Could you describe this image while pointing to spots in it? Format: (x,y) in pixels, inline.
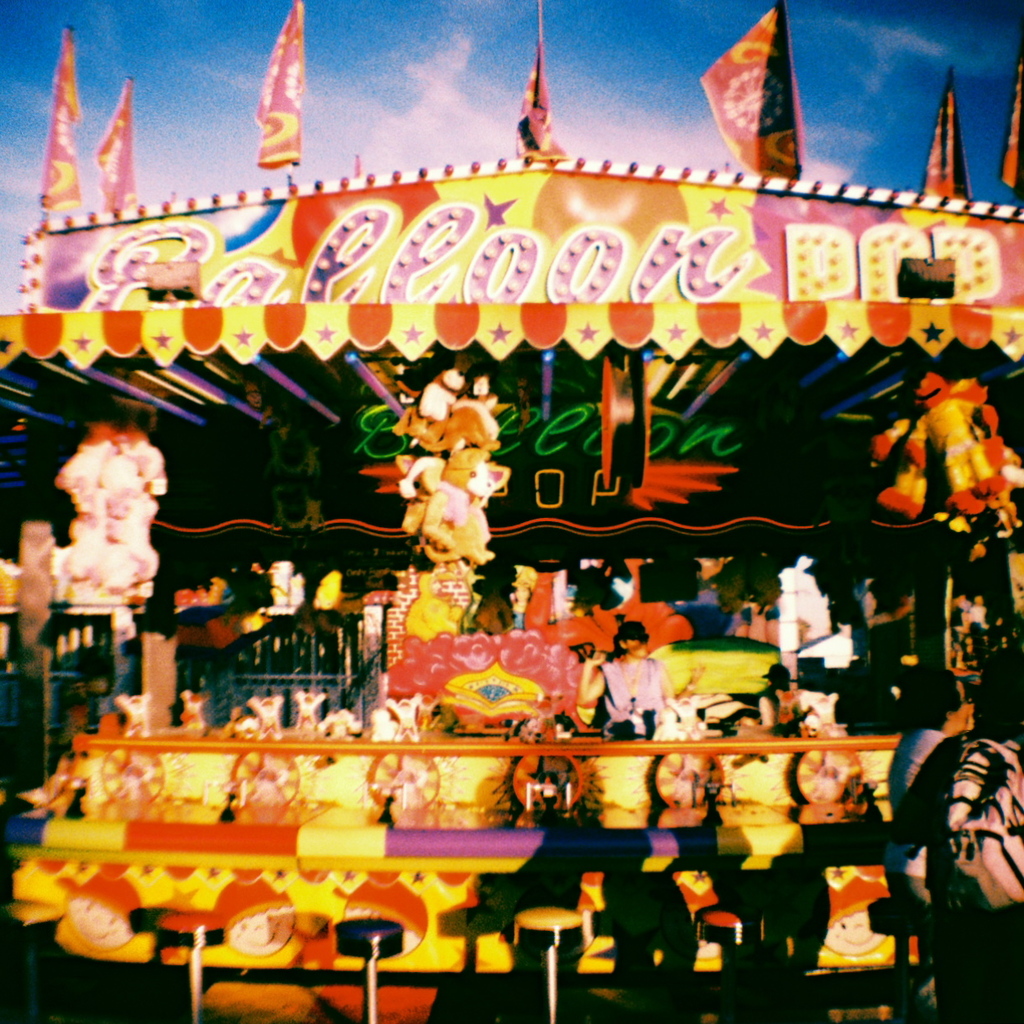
In this image we can see some people (579,702) under a tent (537,198). We can also see some dolls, stools (550,925), a person (921,892) standing and some lights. On the backside (465,56) we can see the flags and the sky (500,56) which looks cloudy.
